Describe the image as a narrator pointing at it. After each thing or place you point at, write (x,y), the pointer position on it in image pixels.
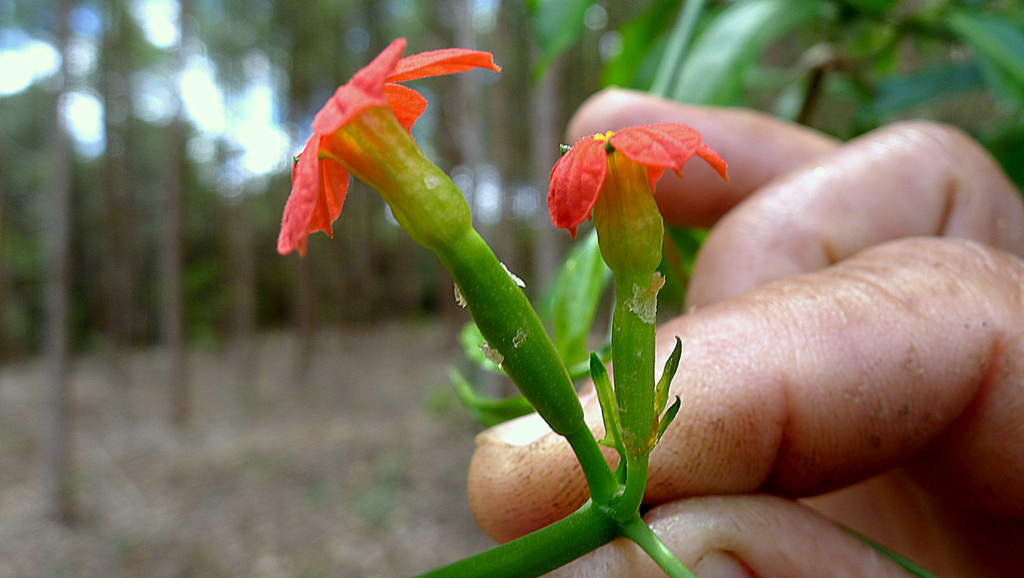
In the center of the image (600,199) we can see the flowers (617,323) in the hands (723,436) of a person (714,409). In the background of the image (475,211) trees (186,201) are there. At the bottom of the image (253,540) we can see the ground (221,418).
